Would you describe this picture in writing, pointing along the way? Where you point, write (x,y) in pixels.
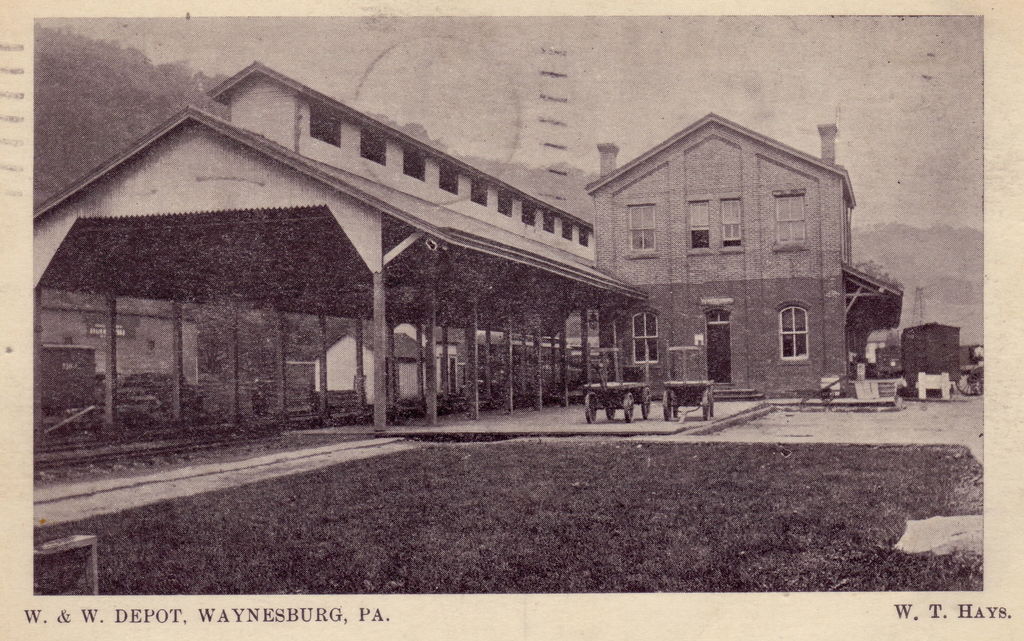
In the picture we can see a photograph (913,520) in that we can see a historical building (721,251) and a shed (316,248) near to it with a pillar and a some carts (616,405) on the path (594,427) and in the background (438,80) we can see hills (909,242) and a sky (808,79).
